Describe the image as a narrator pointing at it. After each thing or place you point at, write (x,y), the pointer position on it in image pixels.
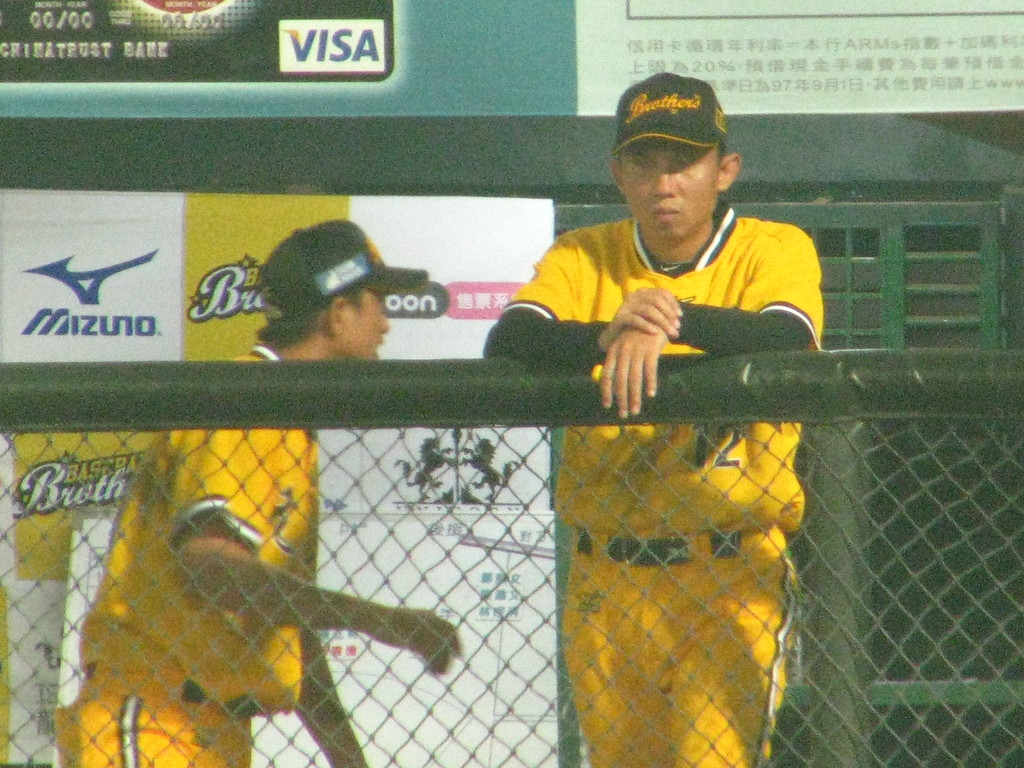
In this picture we can see two men (724,299), fencing net (337,505), posters (456,300) and some objects (889,287).
